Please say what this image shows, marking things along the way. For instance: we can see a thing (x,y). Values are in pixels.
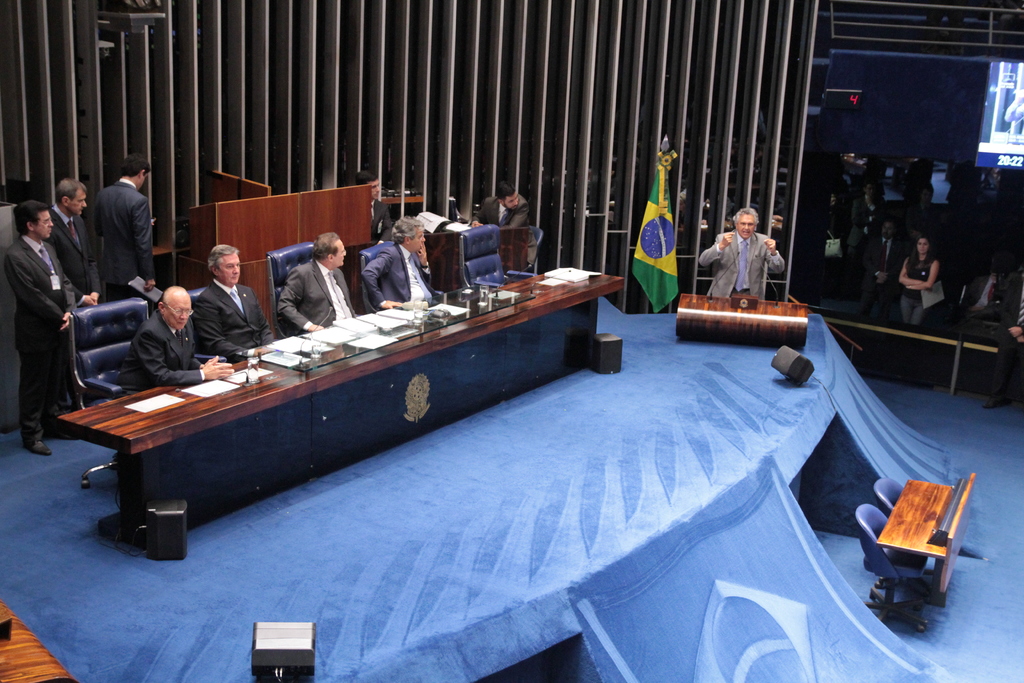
The picture is clicked in a conference where there are lot of people (164,364) sitting in a long table (426,332), we observe few guys (65,292) behind them. There are also few guys (872,261) on the right side of the image (897,264) who are spectating these guys (250,345) and there is a national flag (661,246) to the right side of the image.
